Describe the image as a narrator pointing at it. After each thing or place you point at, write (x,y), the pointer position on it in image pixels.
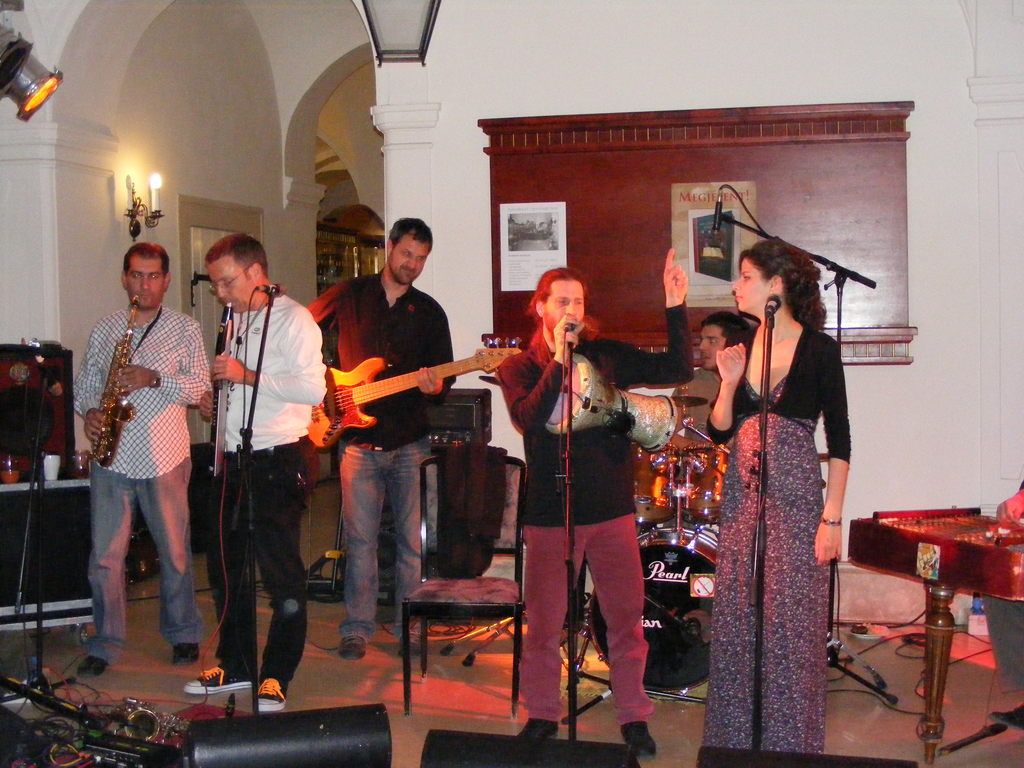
It is a closed room (312,296) where five people (555,476) are standing and performing and at right corner (750,395) one woman (820,277) is standing in front a microphone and beside her one man (602,463) is singing and at the left corner (150,264) two persons (168,264) are playing instruments (217,409) and beside them one person (361,353) is standing and playing guitar (356,389) and behind him there is a wall (1009,463) with some wooden board (588,225) on it and one person (704,373) is sitting and playing drums (699,506) in the middle of the picture (656,503) and in front of them there are microphones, speakers (253,744) and chair (466,585) and behind them there is another room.
